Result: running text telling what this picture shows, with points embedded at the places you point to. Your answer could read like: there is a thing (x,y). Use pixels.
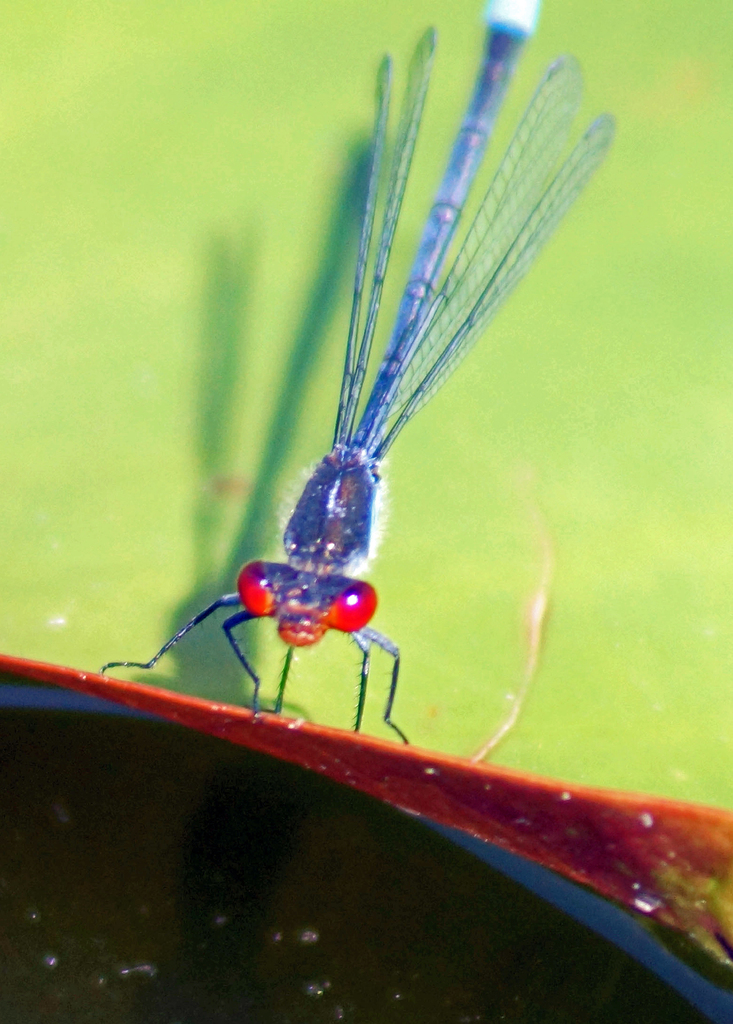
There is a blue dragonfly (365,428) with red eyes (241,579) is on a surface (374,761). In the background (541,440) it is green color.
